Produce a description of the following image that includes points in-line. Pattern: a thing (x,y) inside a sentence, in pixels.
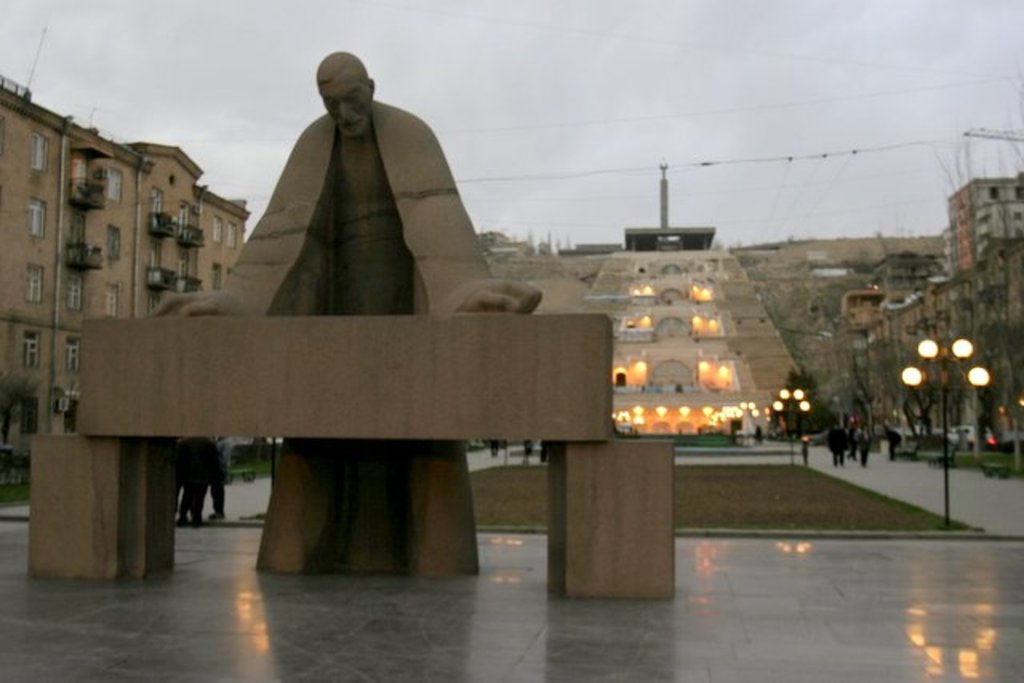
In this image there is a sculpture (430,329), on either side of the sculptures (232,350) there are buildings (961,338) and light poles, in the background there is an architecture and the sky (528,23).
